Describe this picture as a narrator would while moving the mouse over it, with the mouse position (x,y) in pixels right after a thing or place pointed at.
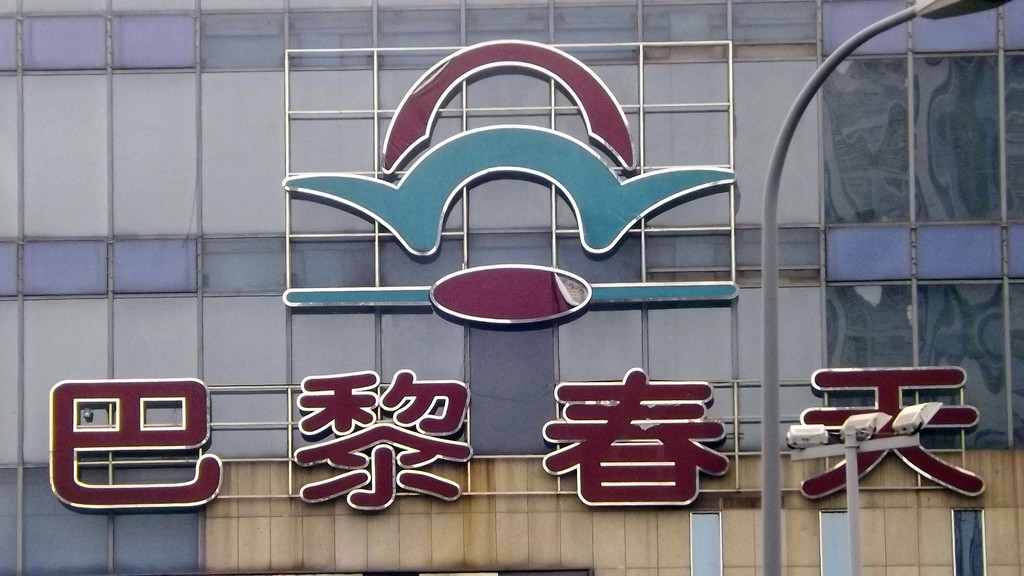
In this picture we can see a logo (425,295) and some letters (876,372) written in a foreign language. On the right side (913,9), we can see a lamp pole (889,16).
